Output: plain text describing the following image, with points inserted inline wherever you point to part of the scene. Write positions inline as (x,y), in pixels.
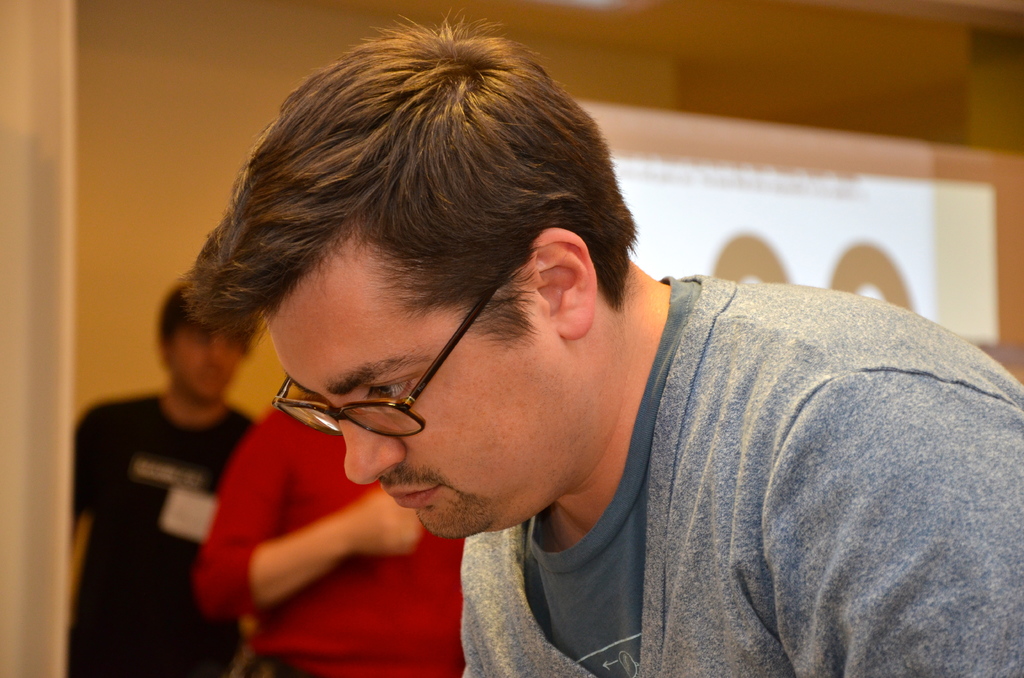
There is one person (548,371) wearing spectacles (411,406) at the bottom of this image (602,516), and there are some persons (342,579) standing on the left side of this image (240,490), and there is a wall (182,117) in the background (256,84). We can see there is a screen (752,208) on the wall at the top of this image (793,189).
